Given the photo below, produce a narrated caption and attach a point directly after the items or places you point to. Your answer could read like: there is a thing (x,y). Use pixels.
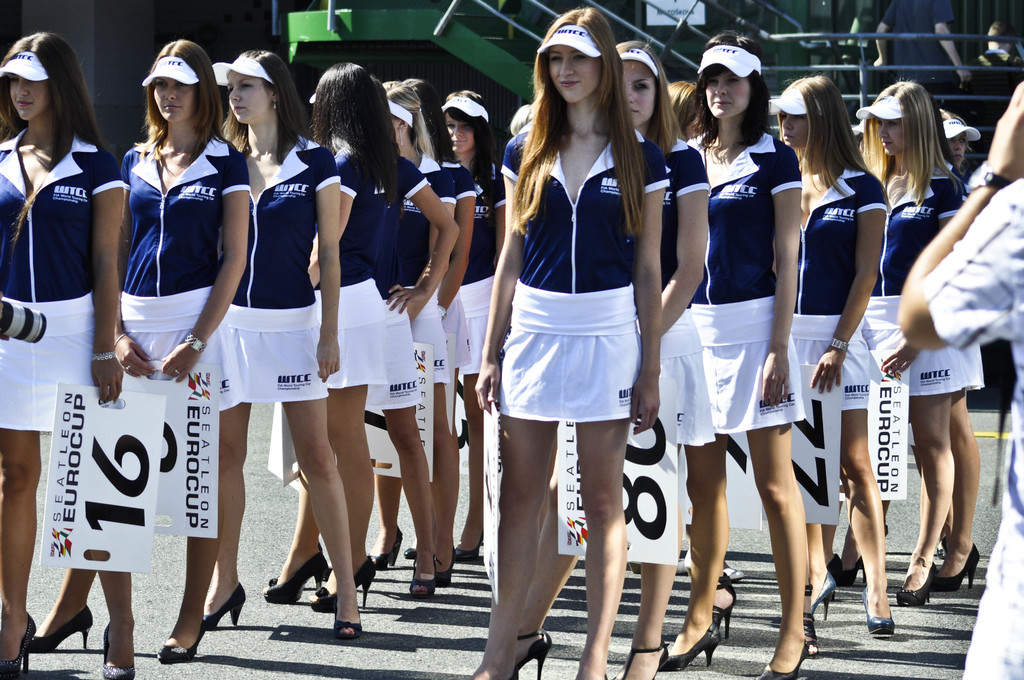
In this picture we can see a group of women (17,419) wore caps (792,108) and holding number boards (174,397) and standing on the road (482,645) and in the background (481,31) we can see rods (807,37) and some people (927,14).
